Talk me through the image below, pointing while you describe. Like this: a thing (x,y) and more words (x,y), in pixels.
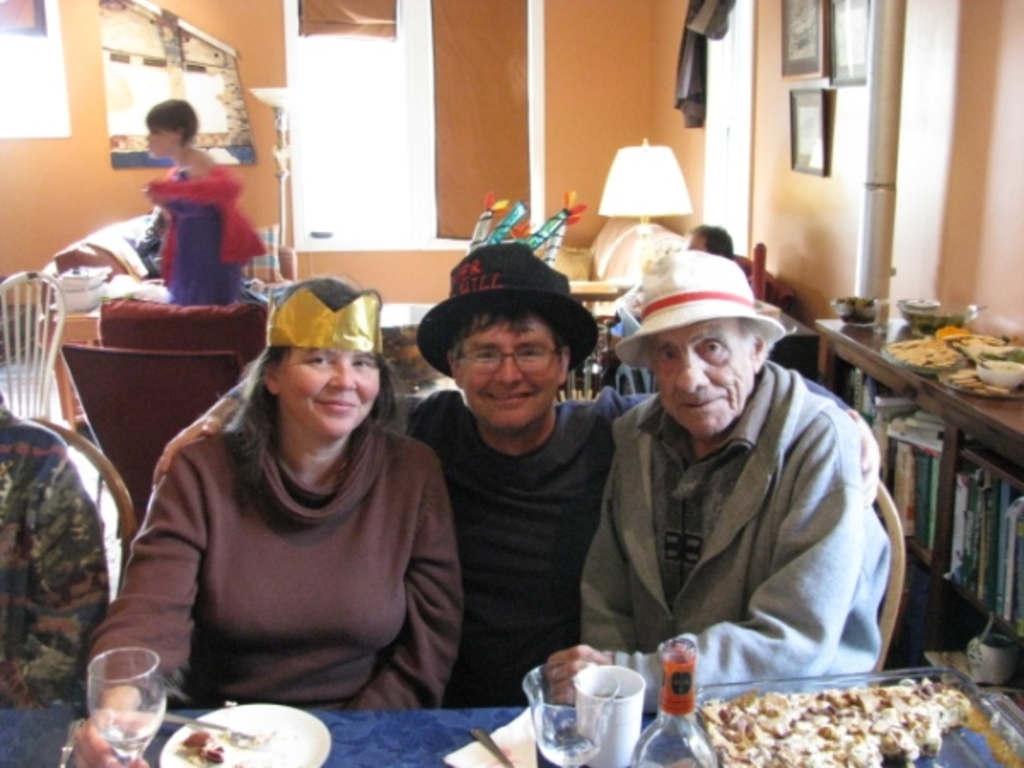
In this picture we can see two men (639,422) and one woman (325,541) sitting on chair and in front of them on table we have glass (133,667) with water (116,715) in it, bottle (680,708) and in the background (178,126) we can see one woman (181,233) standing, sofas (122,309), chairs (27,322), lamp (652,202), wall (549,63), frames (797,148), pipe (882,54), books (920,456) in racks (837,334), bowls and this three are smiling.
